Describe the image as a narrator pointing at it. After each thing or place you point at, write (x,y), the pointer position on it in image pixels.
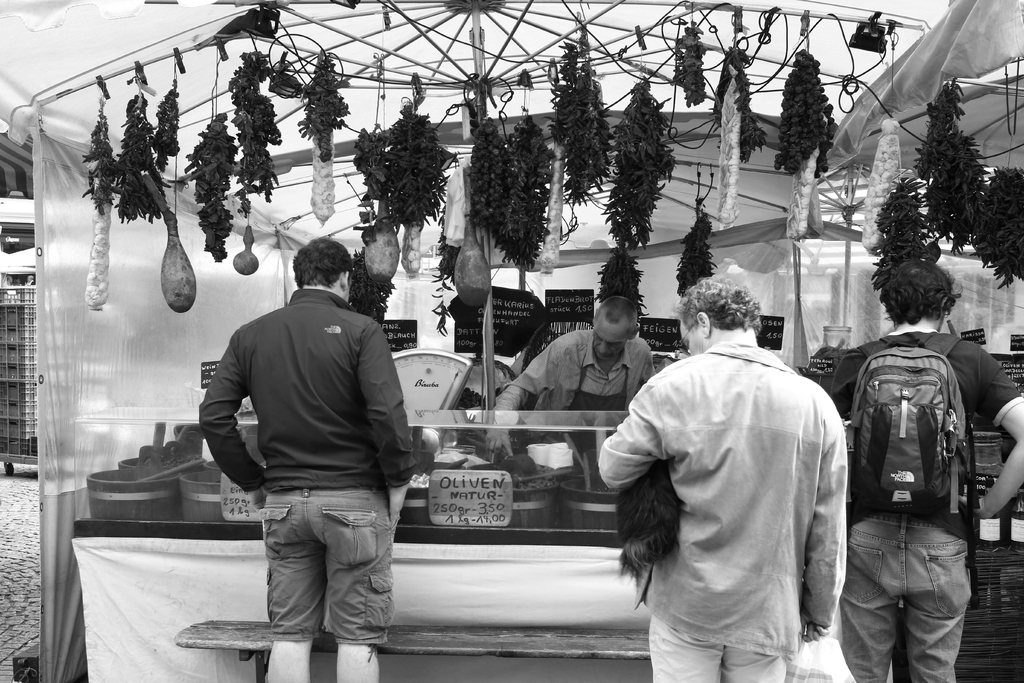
The image is in black and white, we can see group of persons (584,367) are standing, in front there is a canopy (56,71), there are people (615,335) selling some items (366,252), beside there is a pole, there are few items (366,252) hanging.
